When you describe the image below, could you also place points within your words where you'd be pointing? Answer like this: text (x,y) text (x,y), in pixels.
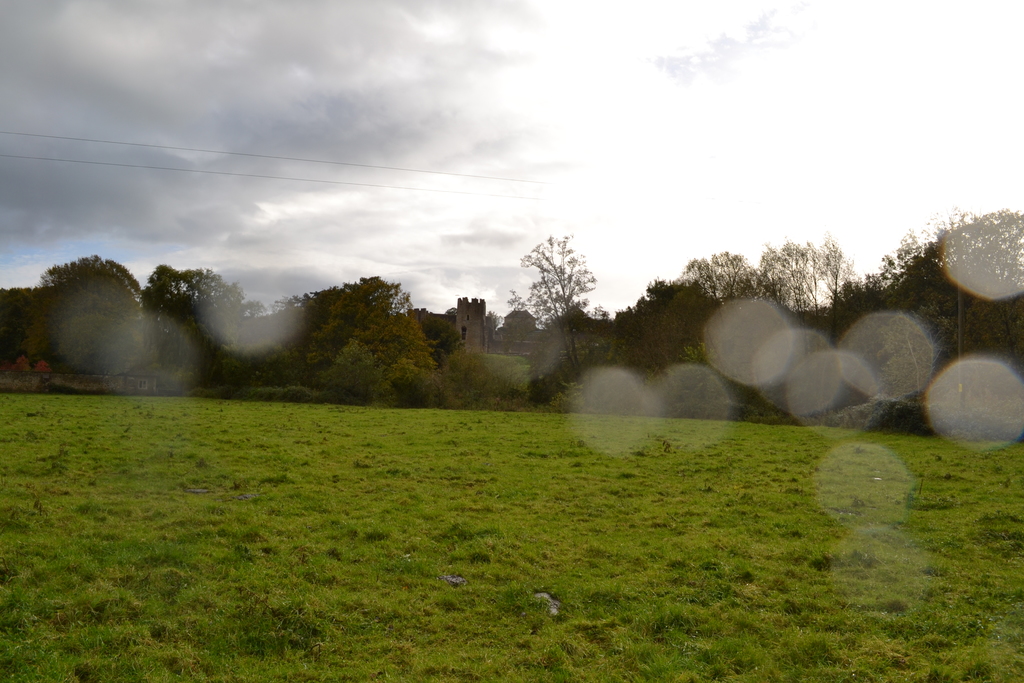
In the picture we can see a grass surface (681,508) and far from it, we can see trees (358,356) and plants (374,356) and behind it, we can see some historical construction (507,322) and in the background (410,194) we can see a sky (497,194) with clouds (25,194).
